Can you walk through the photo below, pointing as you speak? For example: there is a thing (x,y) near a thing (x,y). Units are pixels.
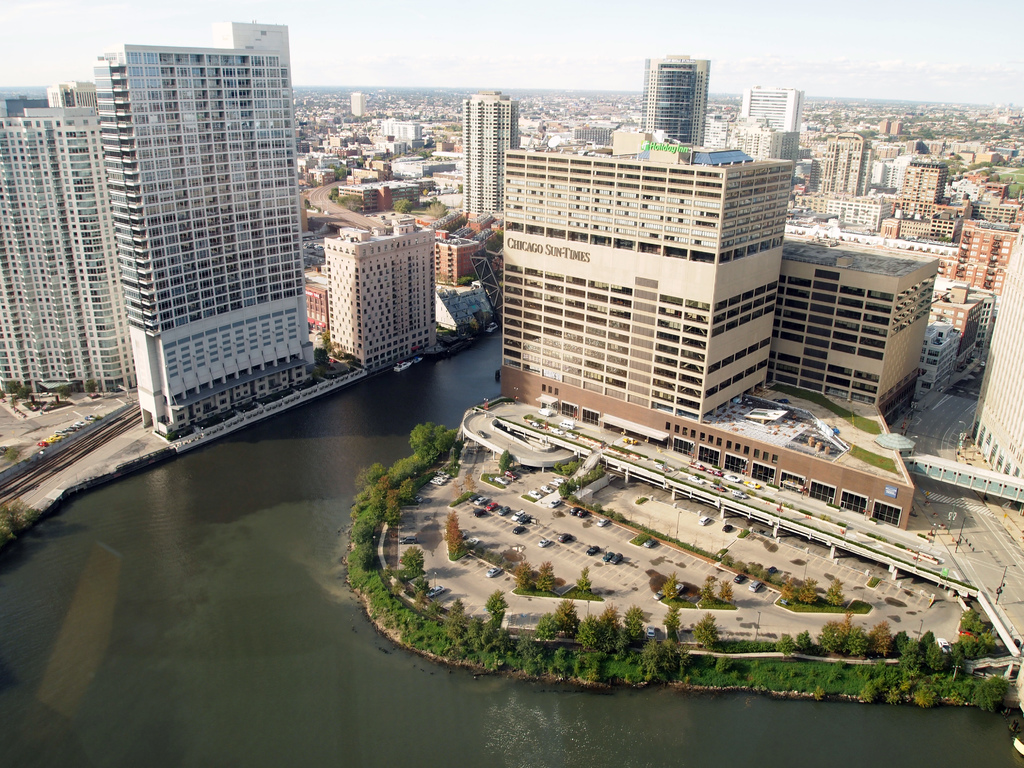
In this image I can see number of buildings (582,263), number of trees (439,439), number of vehicles (616,558), few roads (940,572) and here I can see water (246,460).
